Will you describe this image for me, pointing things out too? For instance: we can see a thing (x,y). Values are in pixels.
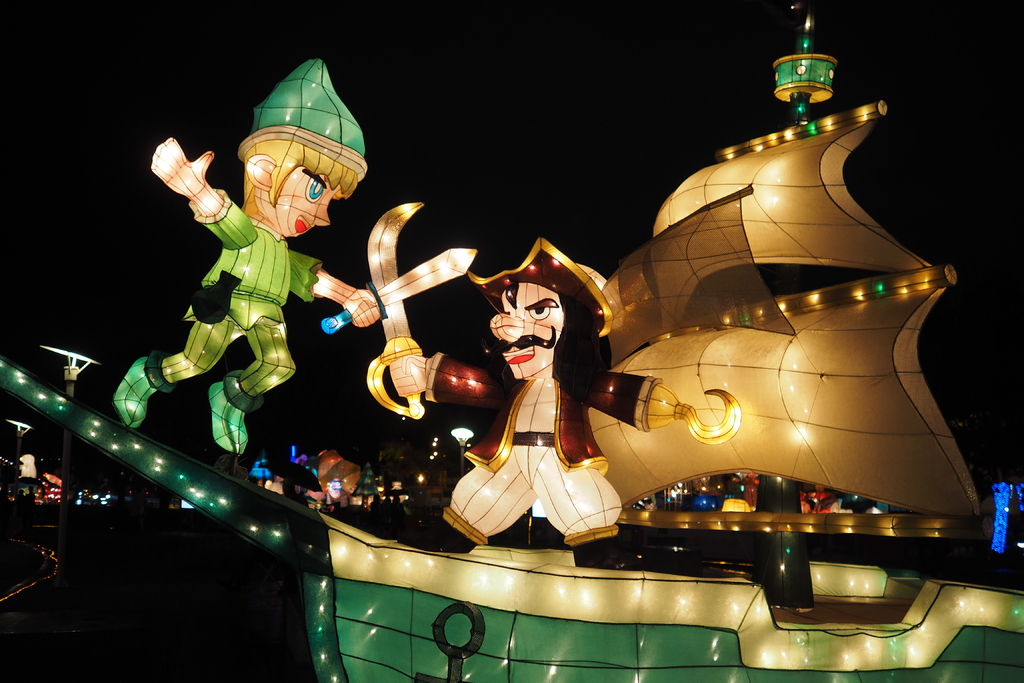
In this image we can see depictions of cartoons (471,398) and a ship (260,490). The background of the image (476,68) is black in color.
